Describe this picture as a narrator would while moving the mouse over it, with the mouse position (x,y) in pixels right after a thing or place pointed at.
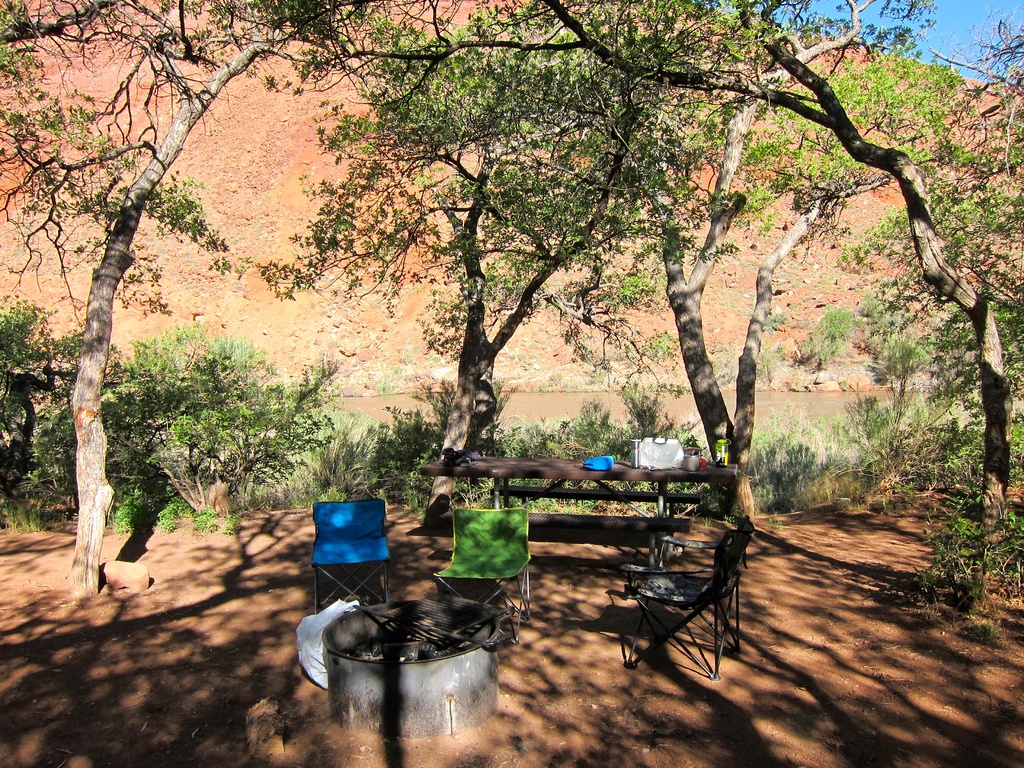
In this image there are chairs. There is a fire pit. There is a table (569,491). On top of it there are few objects (646,469). In the center of the image (675,416) there is water (618,399). In the background of the image (609,161) there are trees (537,136), mountains (275,155) and sky (955,19).
